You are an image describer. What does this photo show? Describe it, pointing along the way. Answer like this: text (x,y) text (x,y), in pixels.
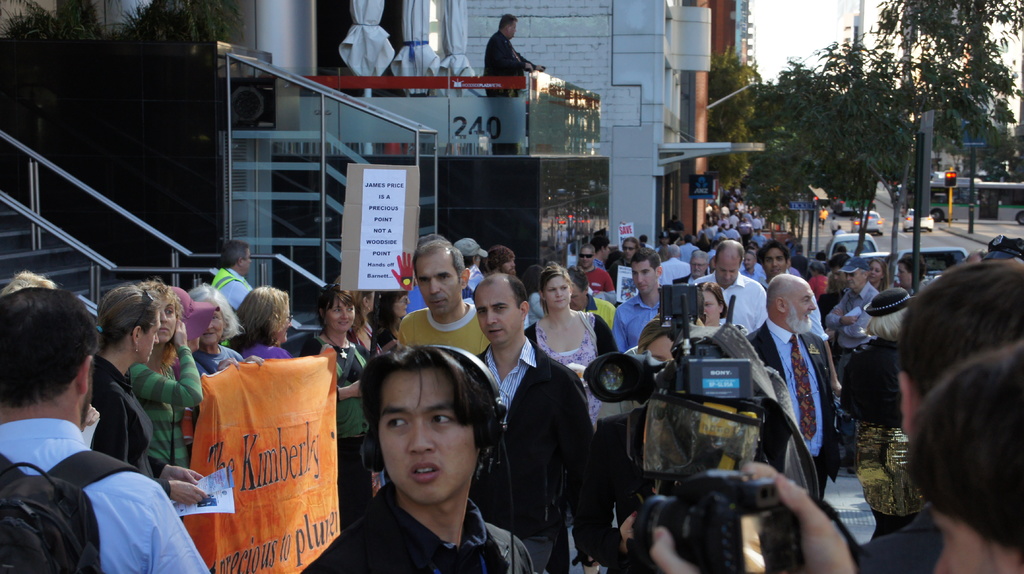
There are persons (541,313) in different color dresses (24,456) standing on the road (938,225). One of them is holding a hoarding (377,225), one is holding a banner (292,393) and one is holding a camera (776,559). In the background (827,170), there is a person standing on the floor (552,108) of a building (632,75), there are trees (898,22), there are vehicles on the road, there are buildings (841,6) and there is sky (786,1).
